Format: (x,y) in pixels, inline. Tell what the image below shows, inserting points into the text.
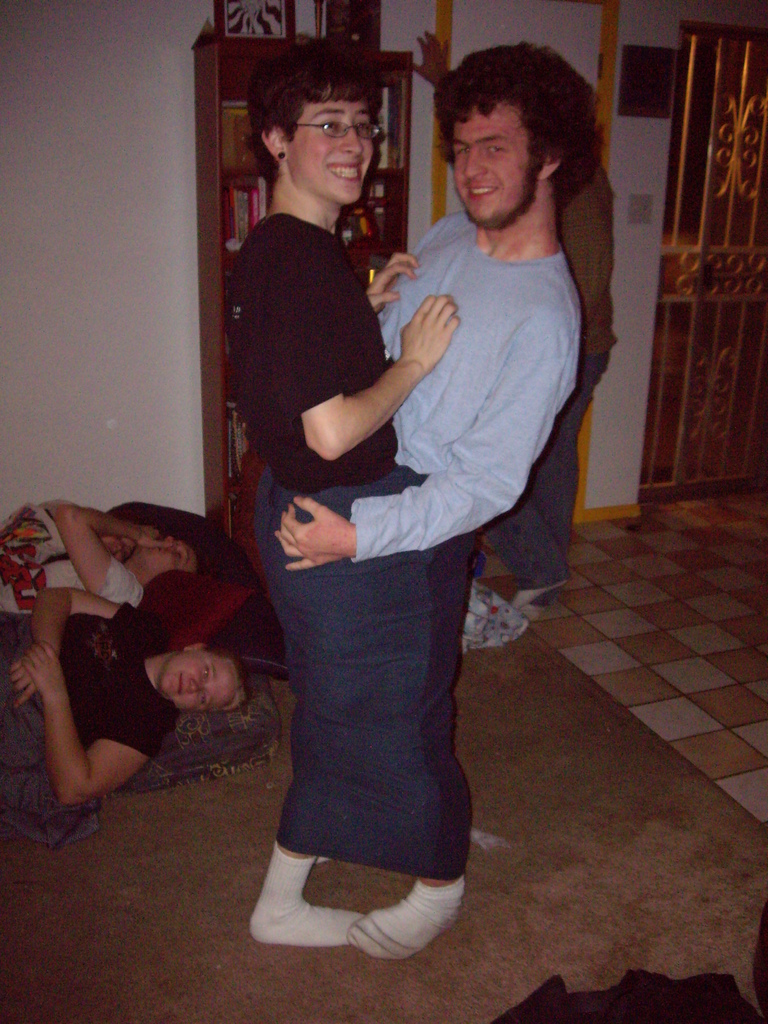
In this picture, we can see a few people (351,379), and among them two (281,565) are highlighted, we can see the ground (483,760), wall (64,240) with door (668,318), wooden shelf (218,383) and some objects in it, we can see some objects (682,1008) in the bottom right corner (541,1011).
